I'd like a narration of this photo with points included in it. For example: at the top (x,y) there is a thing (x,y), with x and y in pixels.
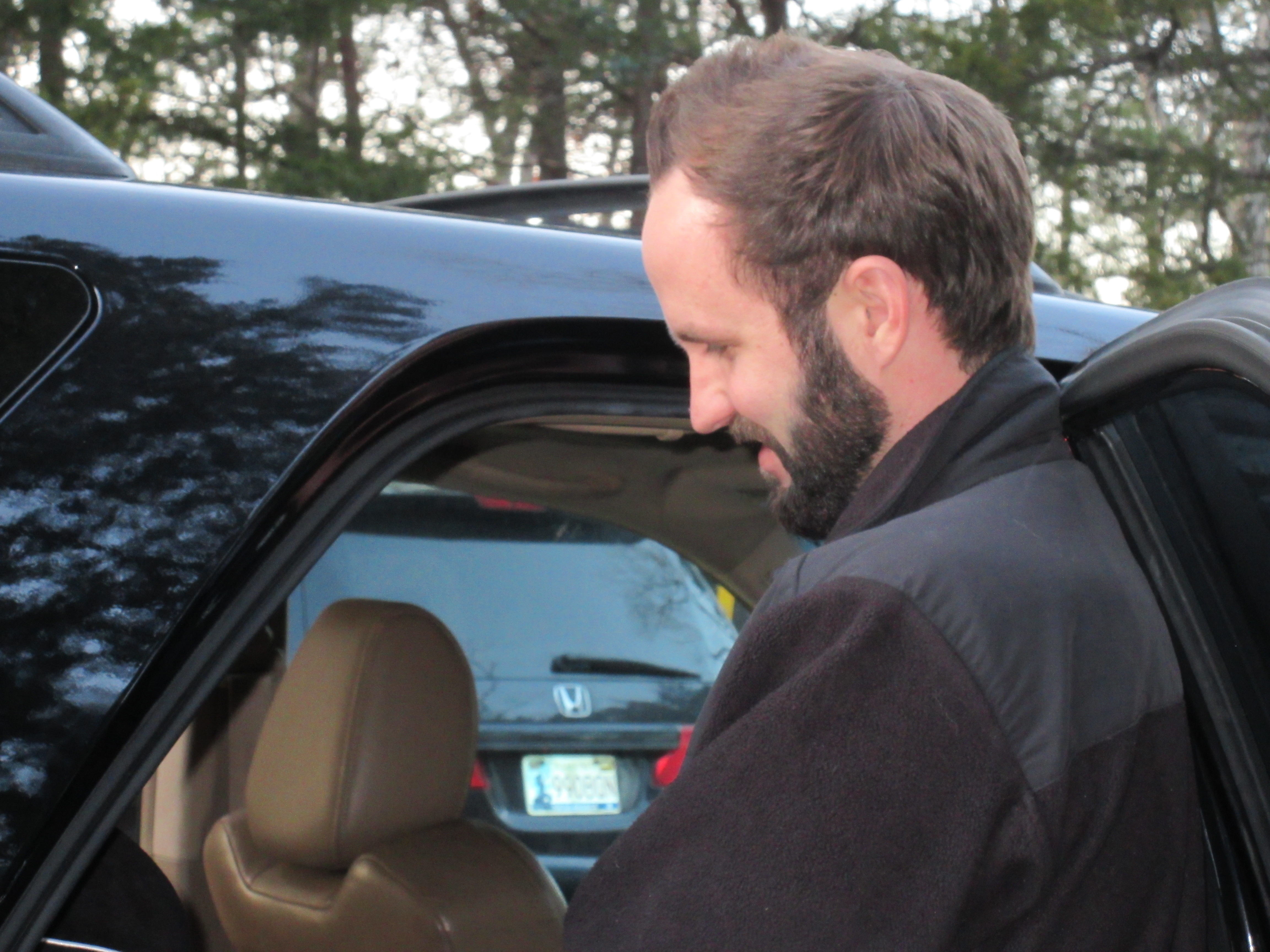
In this picture we can see a man (897,403), he is standing beside to the car (229,706), in the background (481,637) we can see few trees (208,123) and a car (535,660).
